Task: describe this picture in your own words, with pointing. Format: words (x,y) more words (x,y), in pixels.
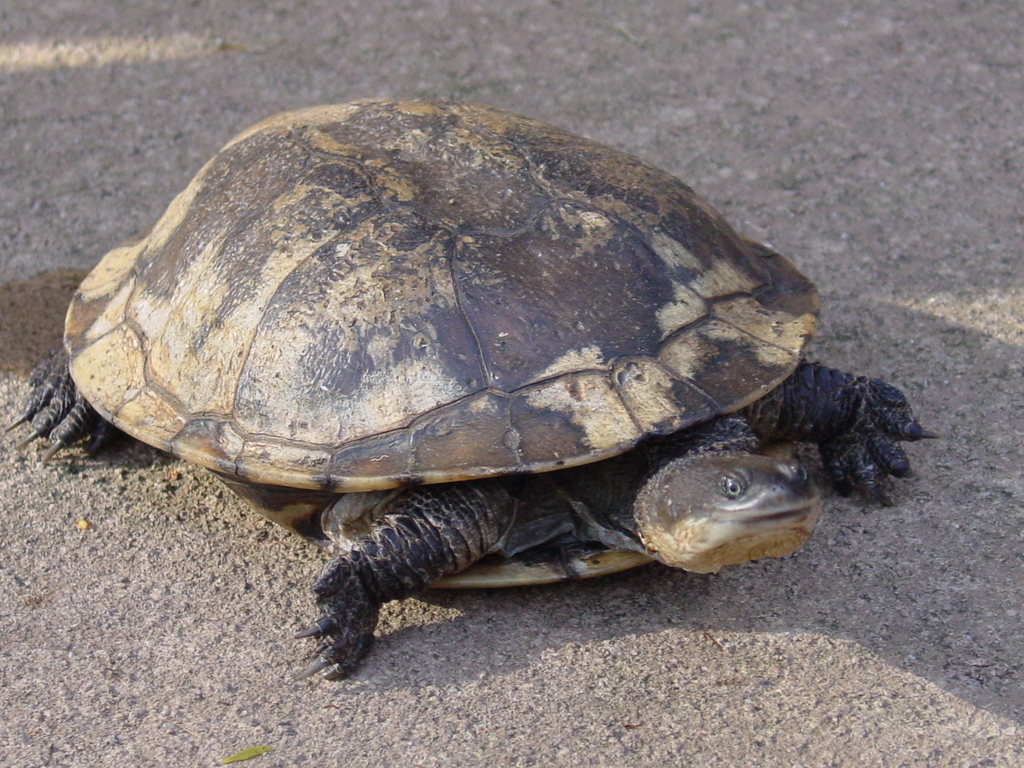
In this picture we can observe a tortoise (498,311) on the road (195,648). The tortoise (777,424) is in black and cream color.
